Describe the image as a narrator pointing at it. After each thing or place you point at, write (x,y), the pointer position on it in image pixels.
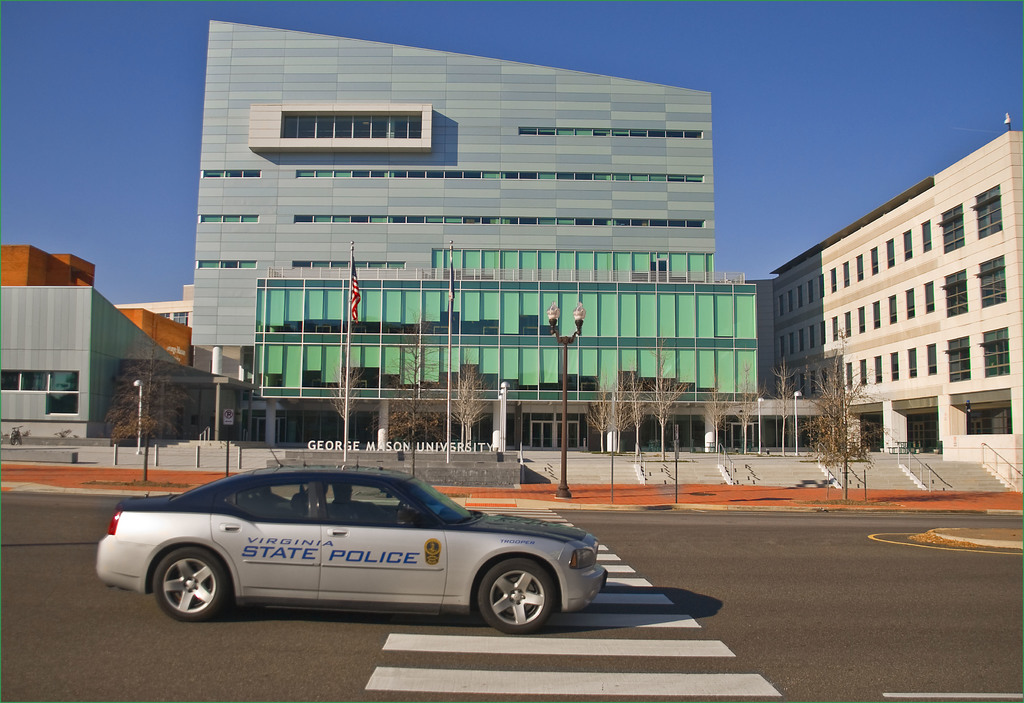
In this image we can see a car (221,589) on the road (188,659). In the back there is a light pole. Also there are many trees (156,392). And there are many buildings (341,298). Also there are steps (849,479) with railings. In the background (96,160) there is sky (91,156).
